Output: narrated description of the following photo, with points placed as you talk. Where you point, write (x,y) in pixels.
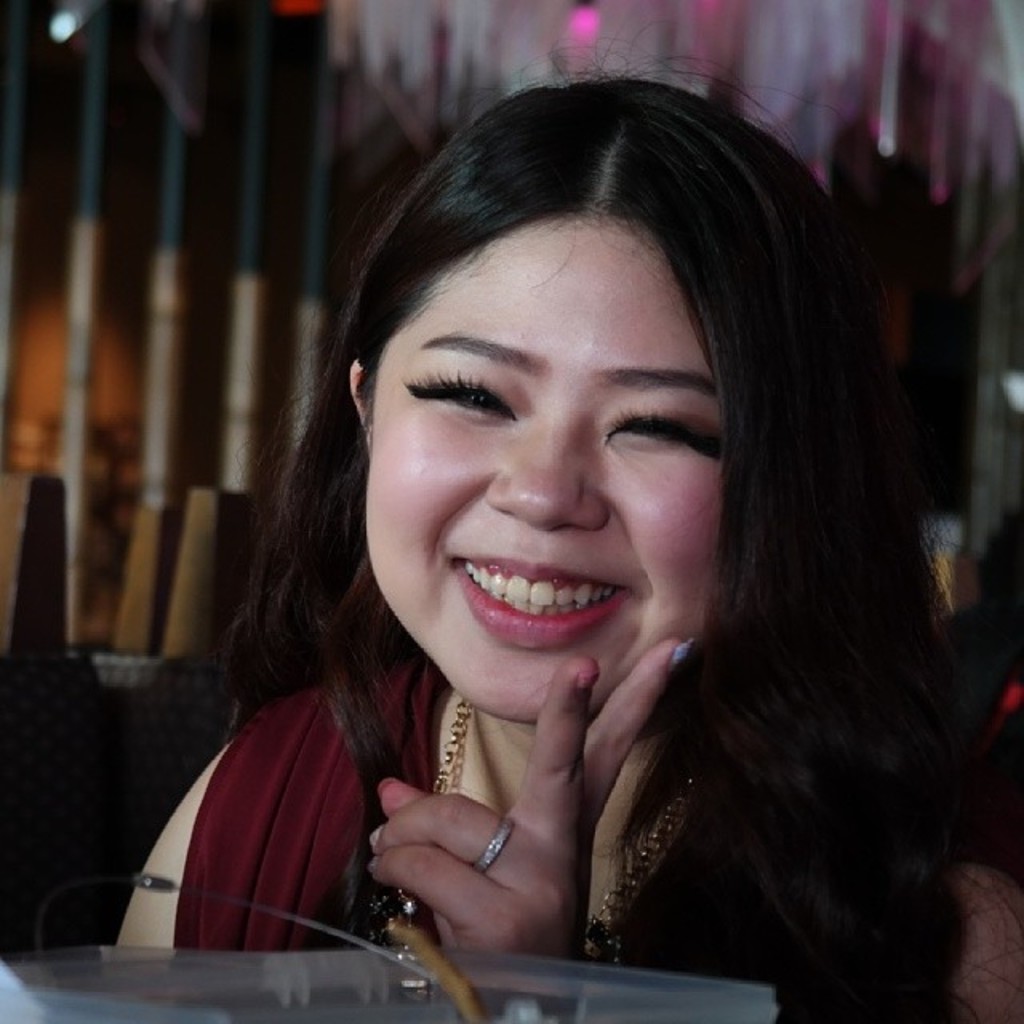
In the picture I can see a woman (756,430) wearing maroon color dress (263,927), chain (446,756) and ring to the finger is smiling. The background of the image (178,638) is dark and slightly blurred, where we can see few objects (331,61).
